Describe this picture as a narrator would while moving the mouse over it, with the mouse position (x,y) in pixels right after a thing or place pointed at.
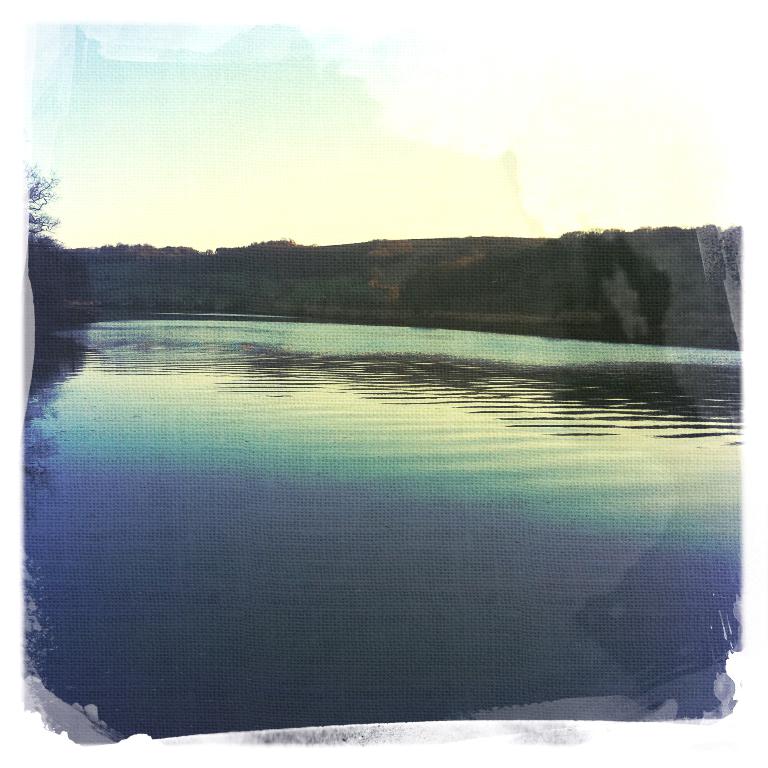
In this image there is a lake (487,447) and we can see trees (78,270). In the background (177,274) there is a hill (345,260) and sky (313,146).
